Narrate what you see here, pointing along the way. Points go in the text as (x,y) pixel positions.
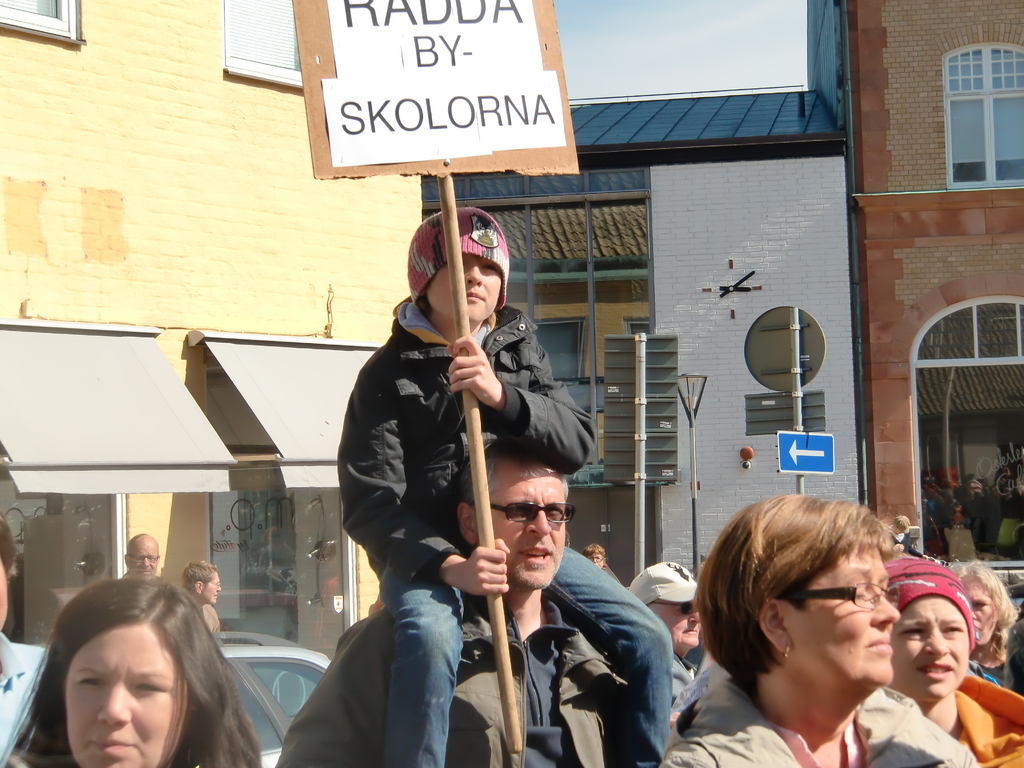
In this image there are group of persons (345,698), there is a person (1002,651) truncated towards the right of the image (1001,702), there is a person (11,664) truncated towards the left of the image (21,692), there is a vehicle (277,703), there are poles (690,410), there are boards (786,452), there is a building (971,177) truncated towards the right of the image (976,225), there is a building (217,235) truncated towards the left of the image (136,46), there are windows (985,97) truncated towards the right of the image (998,88), in this image there is the sky (697,32), there is a person (510,332) holding an object (453,294), there is an object (433,44) truncated towards the top of the image (483,26), there are windows (230,30) truncated towards the top of the image (231,33).
